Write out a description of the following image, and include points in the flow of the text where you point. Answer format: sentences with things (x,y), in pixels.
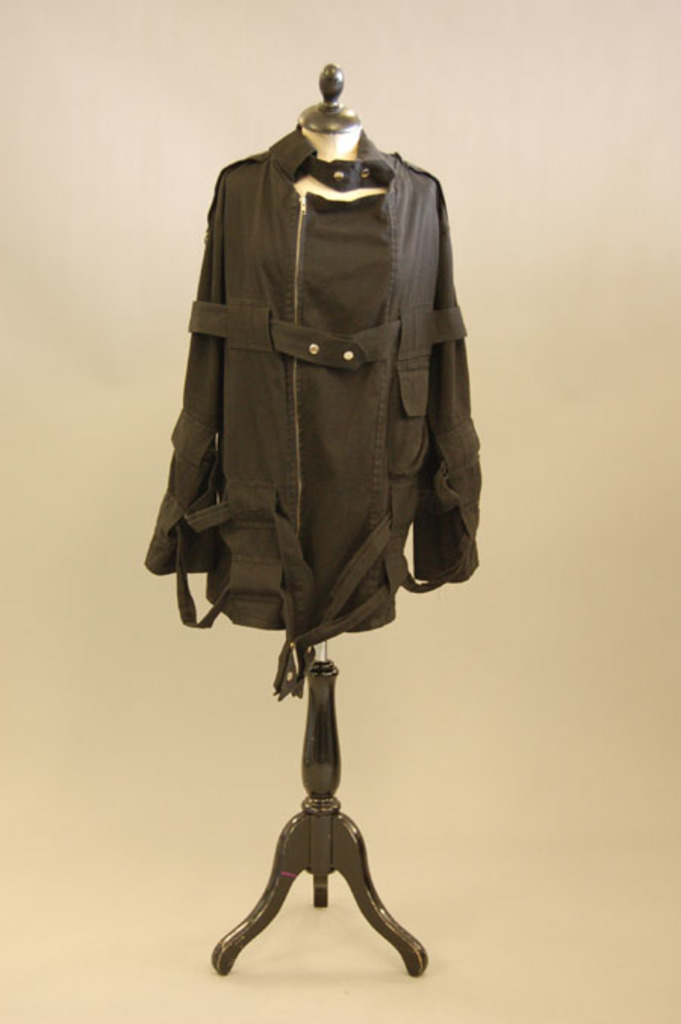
In this image I can see a coat (372,370) is there to the doll hanger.
